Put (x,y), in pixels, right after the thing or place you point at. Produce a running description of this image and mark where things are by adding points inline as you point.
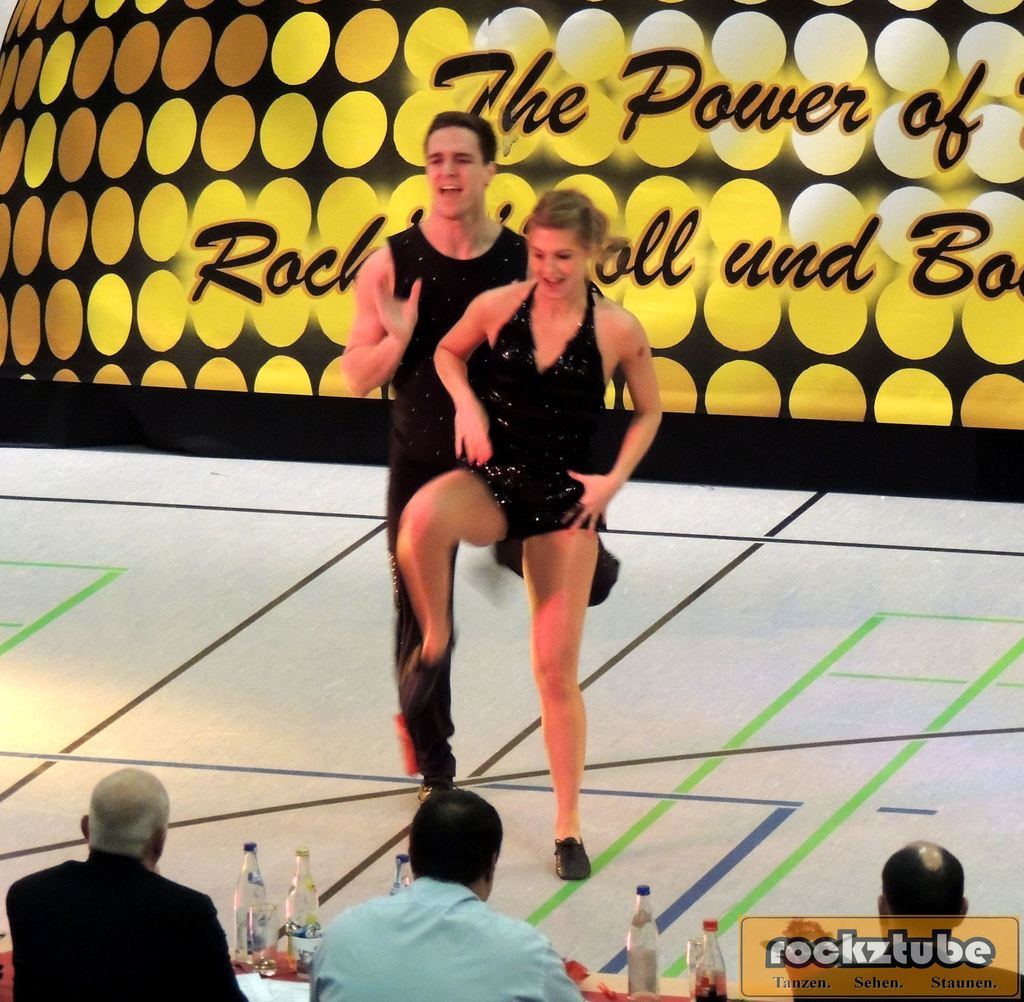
In this image I can see a man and a woman (424,600) are standing. I can also see three men (365,951) in front of a table (284,963). On the table (289,977) I can see bottles (297,917) and other objects (574,979). In the background (647,238) I can see some text (661,217). Here I can see some text (969,946) on the image.
